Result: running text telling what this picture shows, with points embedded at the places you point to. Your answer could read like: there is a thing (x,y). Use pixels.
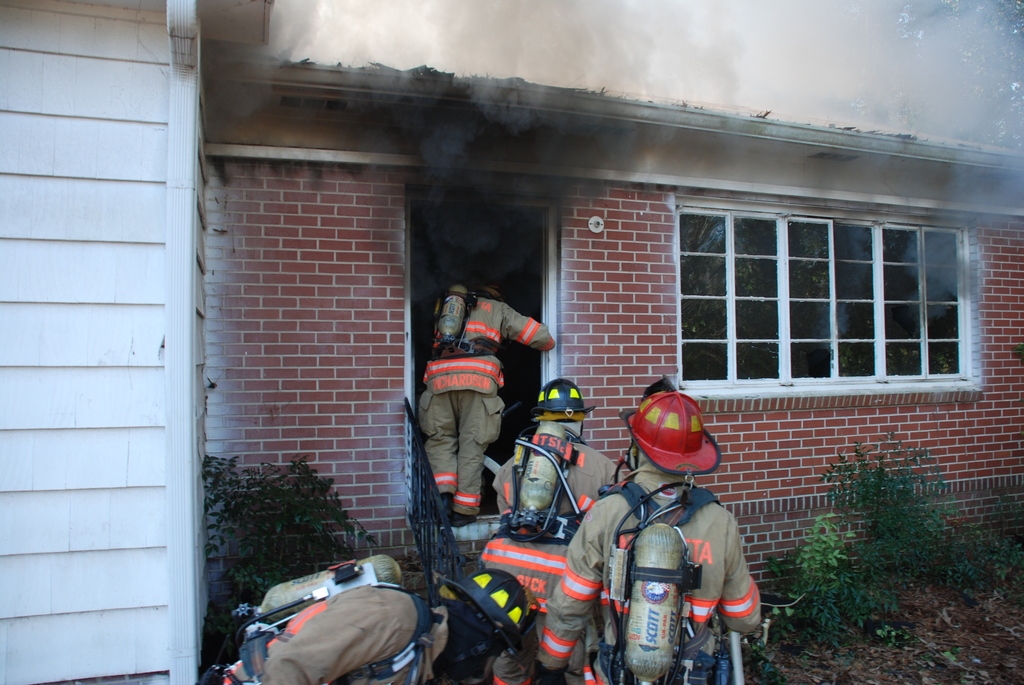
In this image there are people (444,466) with cylinders (642,581), there is grass (984,610), plants (855,571), house (366,212), smoke (454,18) coming from the house (622,173), tree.
